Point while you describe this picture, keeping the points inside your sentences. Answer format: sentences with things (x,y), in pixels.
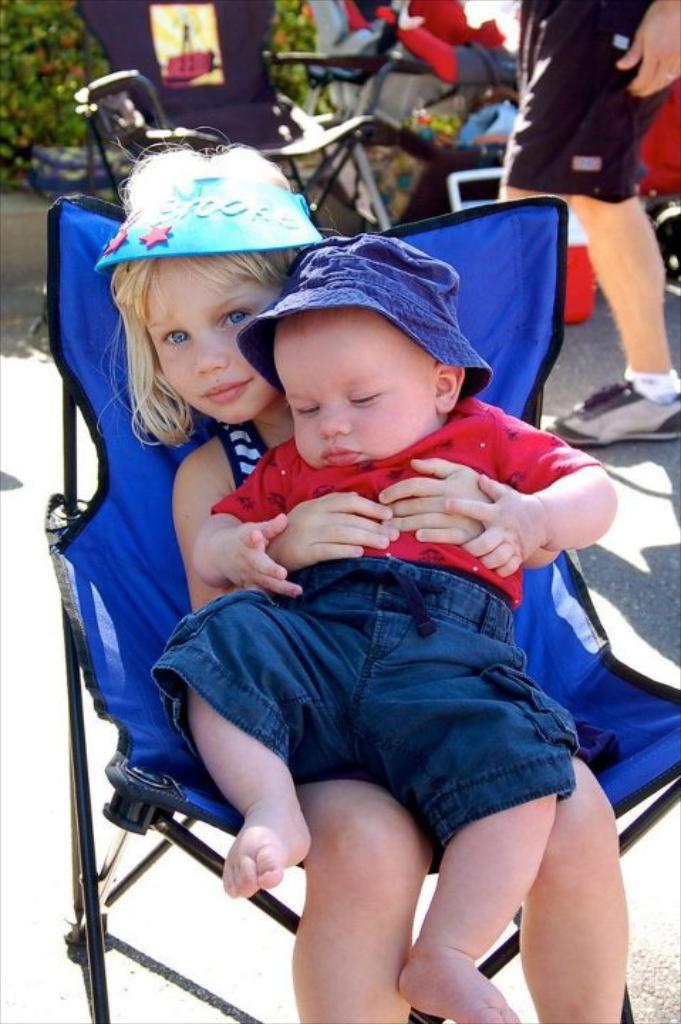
There is a girl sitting on chair (124,573) and holding a baby (382,682). In the background (205,109) we can see person (613,38), chair (327,41), plants (13,64) and objects (677,145).
